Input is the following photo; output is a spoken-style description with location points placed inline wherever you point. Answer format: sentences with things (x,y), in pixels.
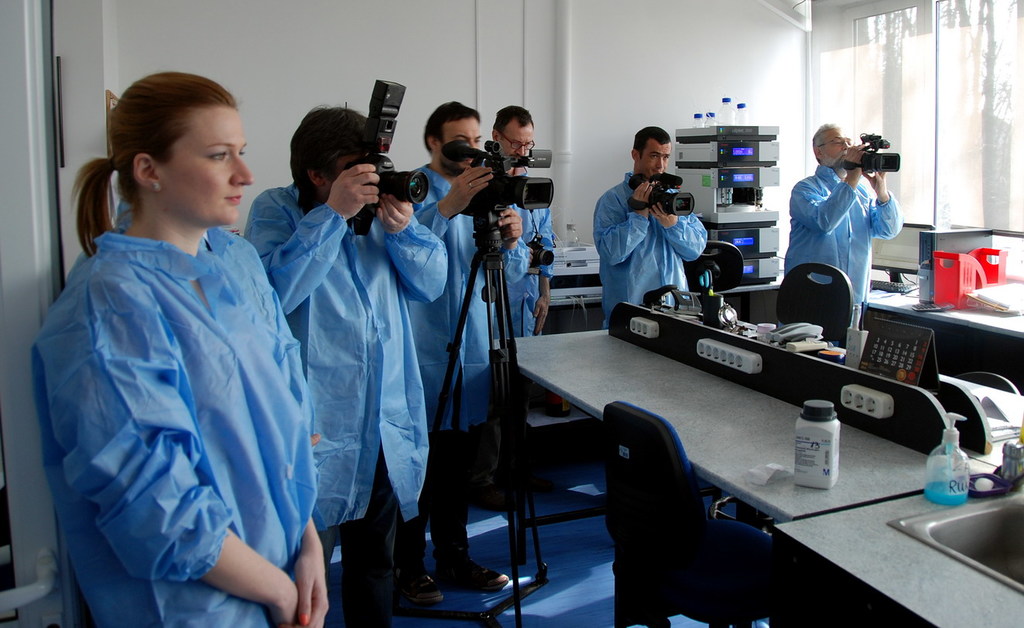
These people (338,236) are holding cameras (649,180). On these tables (779,407) there are bottles (818,414), monitor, calendar (891,338) and things (960,269). Beside this table (868,380) there are chairs (820,268). Floor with carpet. Backside of these people (295,312) there is a table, above the table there is a machine (754,246) and things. This is windows (890,62). Background (583,76) there is a white wall (600,71). Backside of this woman (235,151) there is a door (30,159).
